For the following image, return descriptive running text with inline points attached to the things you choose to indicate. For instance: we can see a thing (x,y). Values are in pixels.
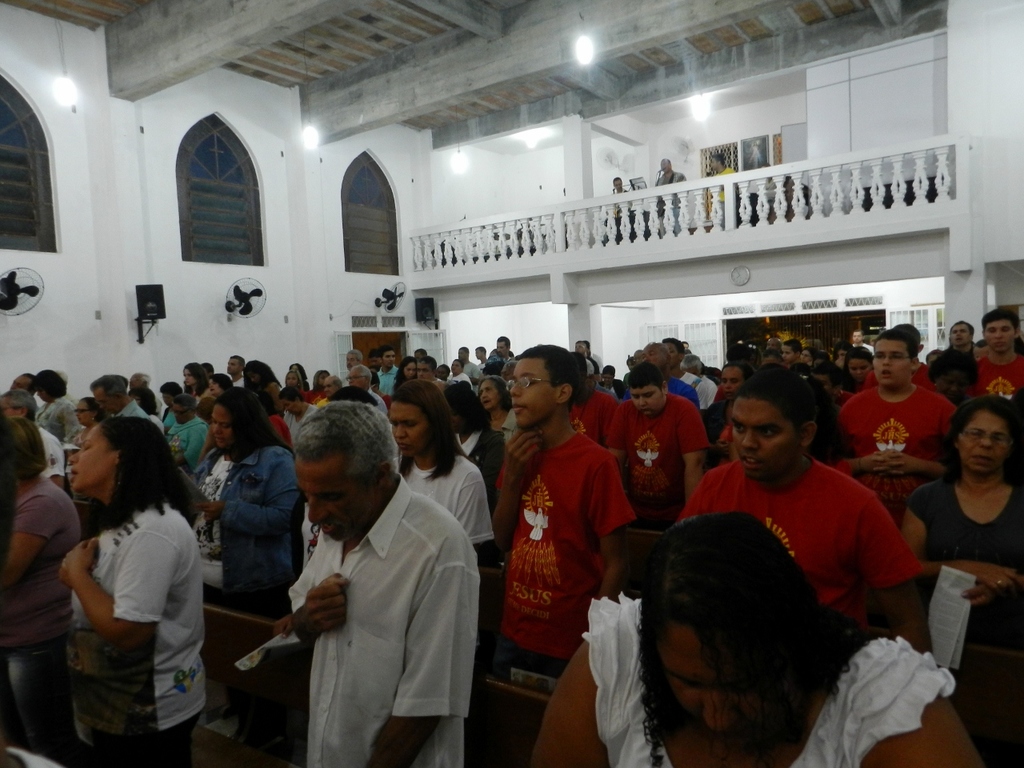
In this image we can see a crowd (284,544) standing between benches (256,681) on the floor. In the background (217,205) we can see orchestra (790,215), clock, grill (830,307), wall (305,181), windows (250,195), speakers (161,299), fans (242,304) attached to the wall (261,277) and electric lights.
